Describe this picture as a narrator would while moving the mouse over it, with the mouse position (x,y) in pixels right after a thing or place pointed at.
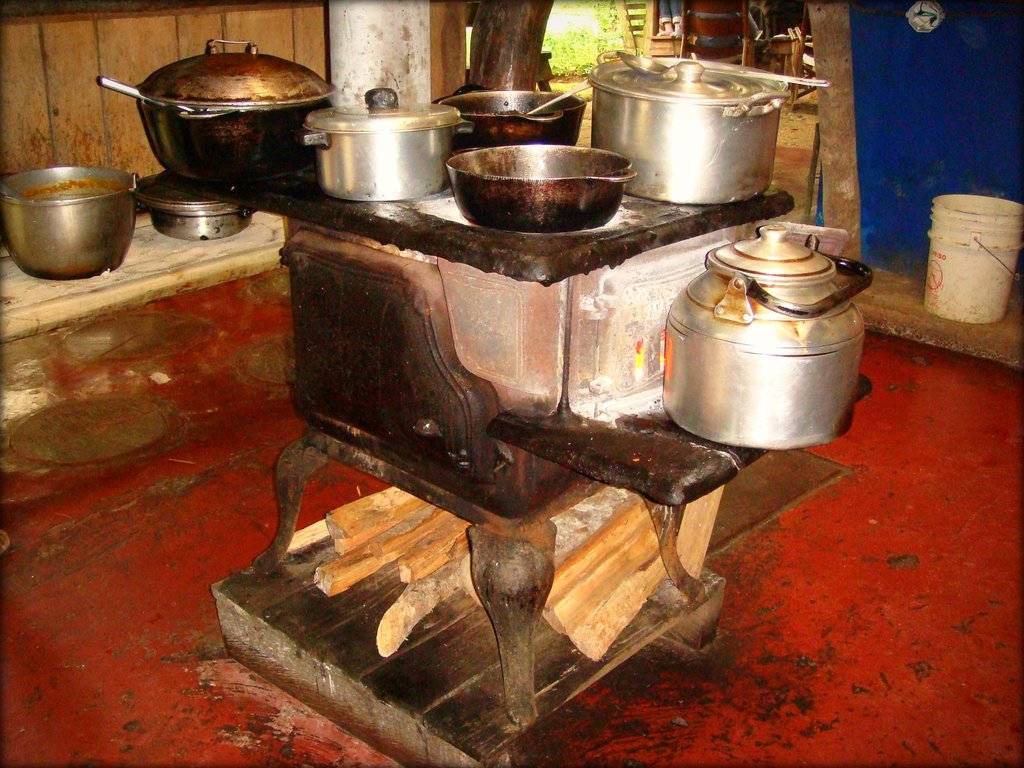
In this image we can see many utensils (790,265). There are few chairs (713,31) in the image. There are sticks (587,565) in the image. There is a bucket (988,253) in the image.
